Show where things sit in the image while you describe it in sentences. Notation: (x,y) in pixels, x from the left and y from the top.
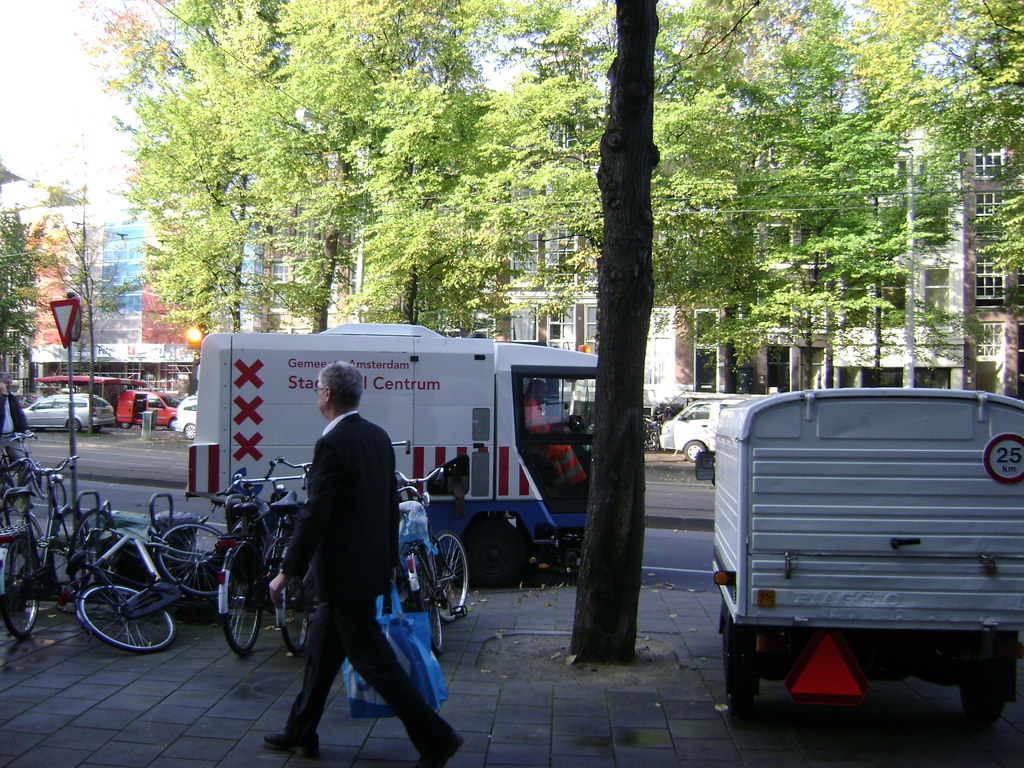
In this image we can see buildings (170,386), motor vehicles (778,500) on the road (676,569), bicycles (189,529) beside the road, shredded leaves (53,641), persons (340,464) walking on the road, sign boards (115,349), trees (464,196) and sky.
